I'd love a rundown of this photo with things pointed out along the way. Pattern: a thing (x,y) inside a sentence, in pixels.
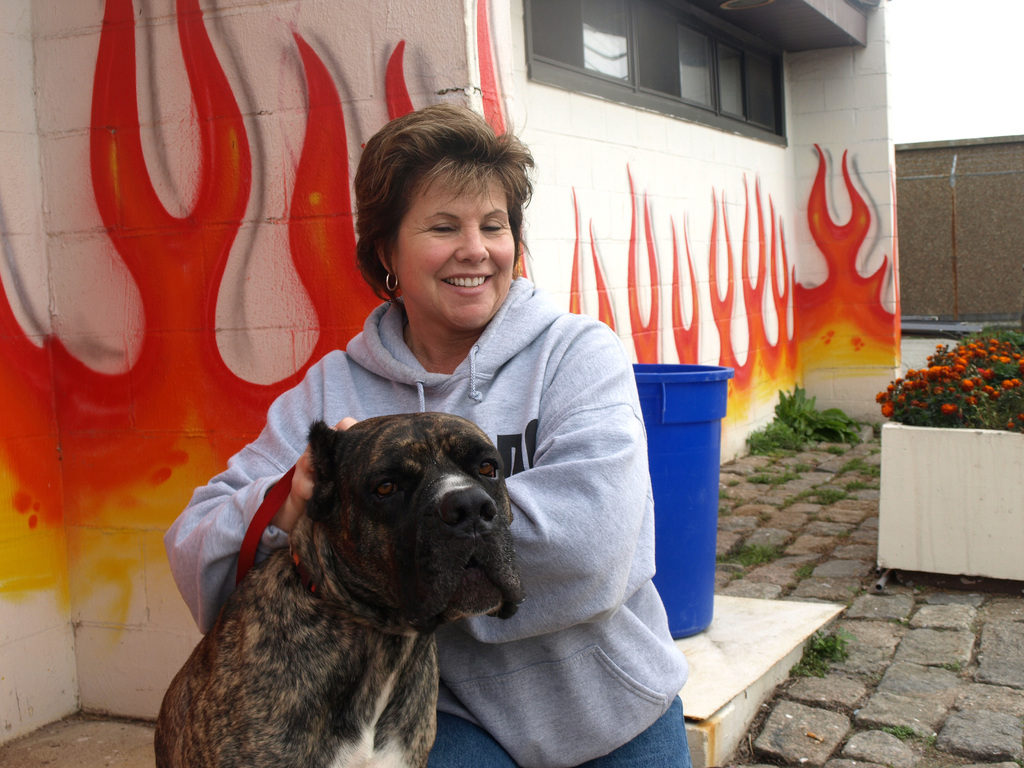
In the center of the image (526,399) we can see a lady (639,481) is sitting and wearing a jacket (566,493) and holding a dog (331,448). In the background of the image (280,267) we can see the graffiti (46,492) on the wall (627,182), windows (712,120), plants (1004,390), flowers (972,398), garbage bin (696,545). At the bottom of the image (836,536) we can see the floor (903,574). In the top right corner (911,81) we can see the sky (920,22).
